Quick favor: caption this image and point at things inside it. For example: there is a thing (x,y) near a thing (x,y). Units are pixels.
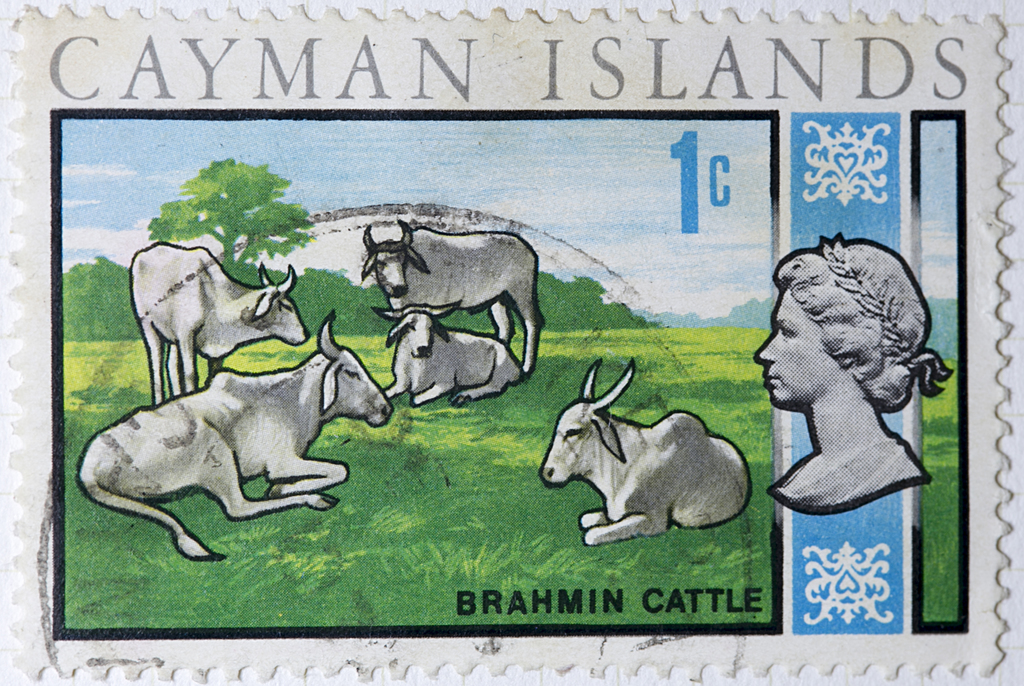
In this picture we can observe a drawing (257,337) of cattle (400,387) which are in white color. We can observe some grass (385,564) and trees (589,303) in the picture. In the background (520,177) there is a sky (438,200) with some clouds (625,248). On the right side (834,292) we can observe drawing (802,342) of a woman (813,395). We can observe some words (862,75) which are in grey and black color in this picture.
